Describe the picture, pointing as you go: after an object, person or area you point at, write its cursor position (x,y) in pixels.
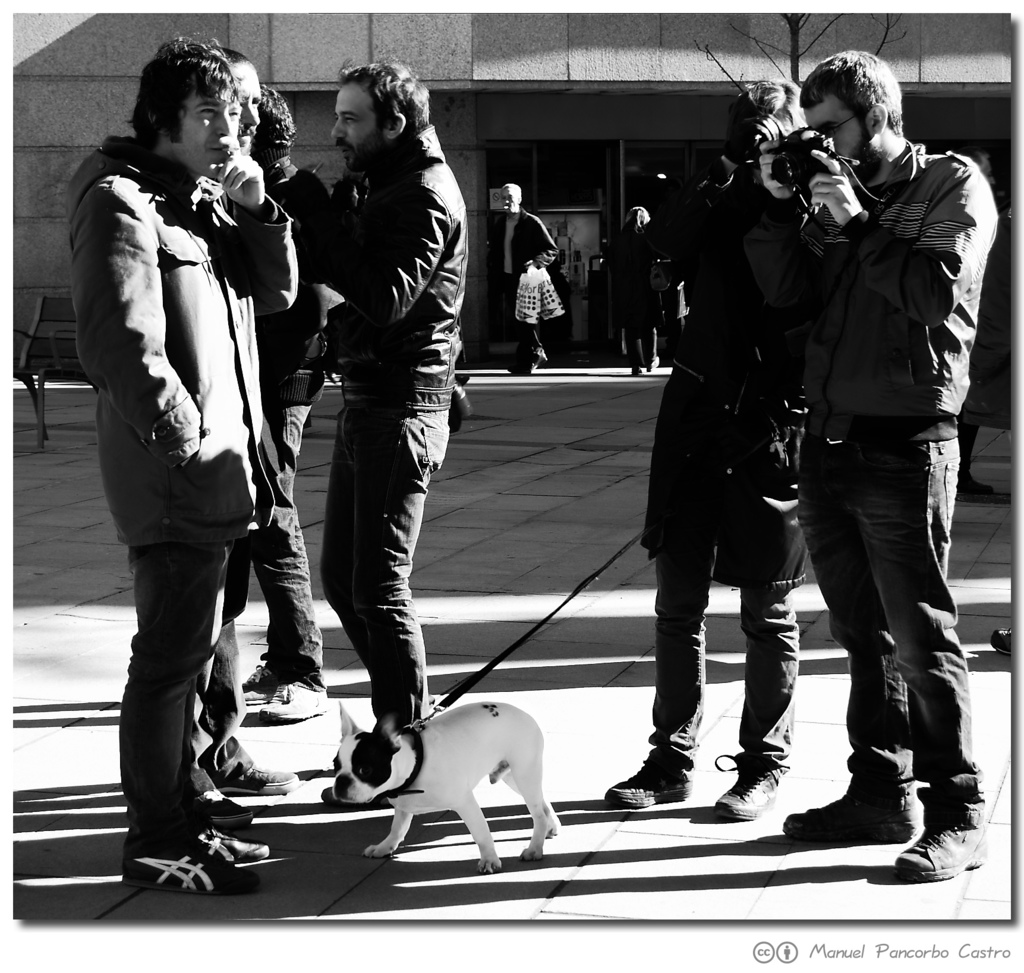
In this image there are group of people (405,527) standing together in which one of them is holding dog (384,724) and other one is capturing with camera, behind them there is a building (60,208) where other people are standing.
